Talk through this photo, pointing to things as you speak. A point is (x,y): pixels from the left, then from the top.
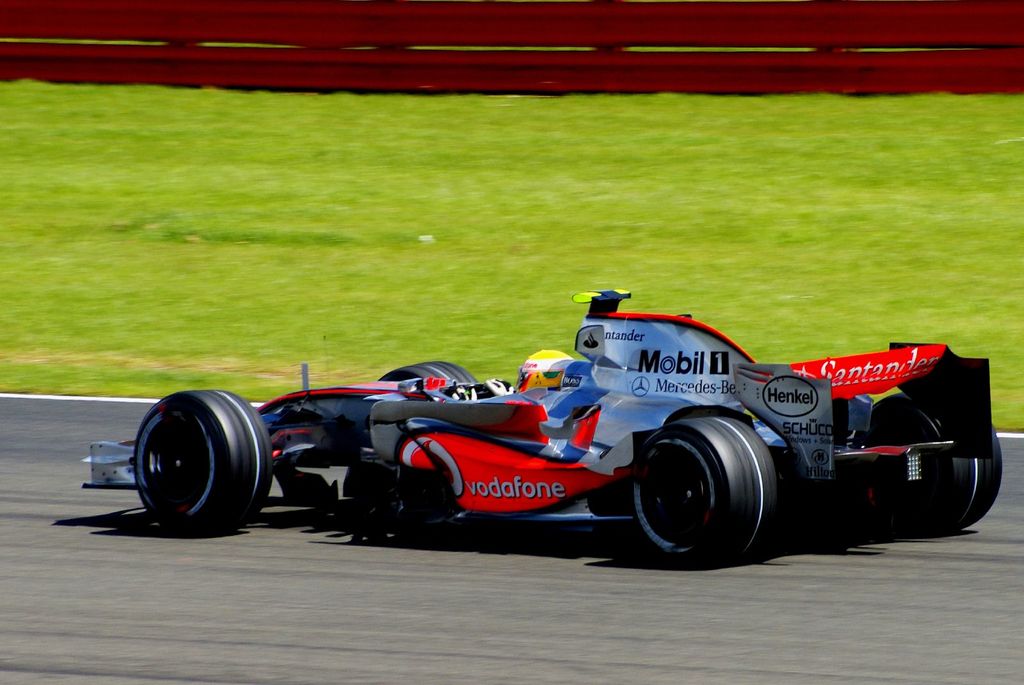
In this picture we can see a vehicle (172,505) on the road (365,601), grass (284,297) and in the background (915,70) we can see fence (416,37).
